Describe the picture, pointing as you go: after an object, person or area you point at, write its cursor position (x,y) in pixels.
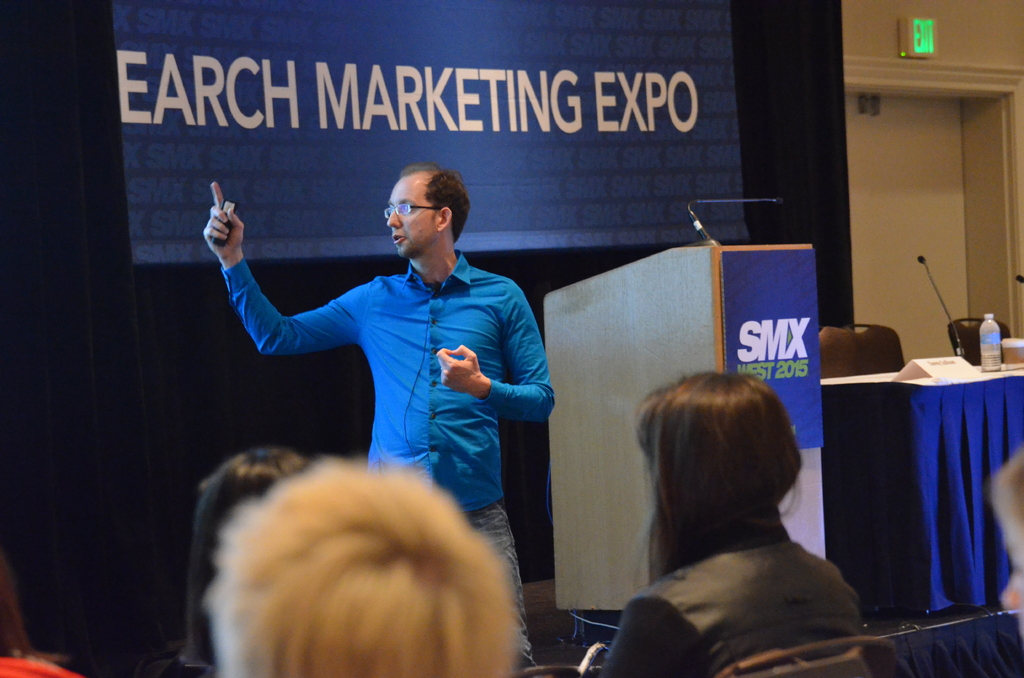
In this picture we can see a person (473,379) standing here, there are some people (849,628) sitting in the front (615,668), on the right side (938,393) we can see a table (953,389) and a podium (789,390), we can see chairs (964,325) and microphones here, there is a water bottle (990,354) here, in the background (702,198) we can see screen (446,65).
